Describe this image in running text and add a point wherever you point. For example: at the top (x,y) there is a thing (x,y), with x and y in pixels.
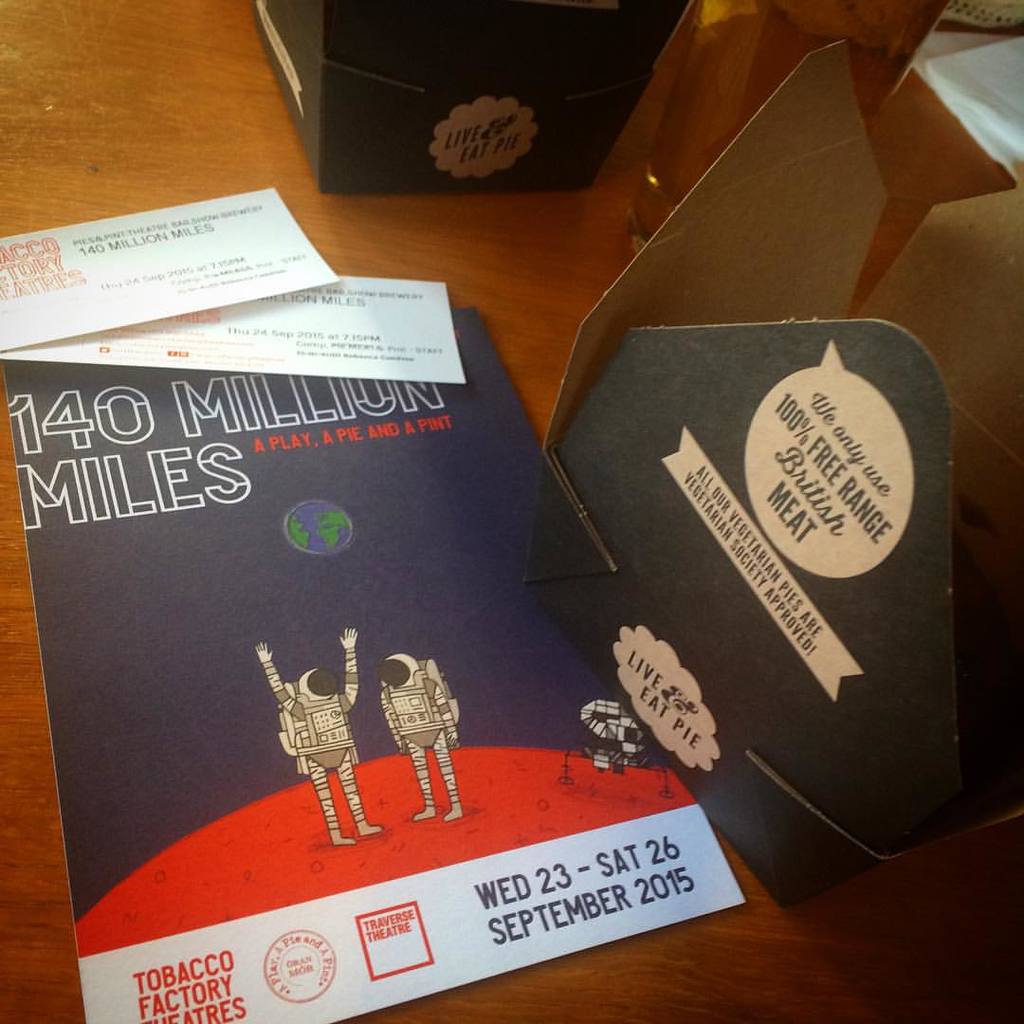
On this wooden surface (76,63) we can see papers (527,638), boxes (508,99) and things (664,128).
